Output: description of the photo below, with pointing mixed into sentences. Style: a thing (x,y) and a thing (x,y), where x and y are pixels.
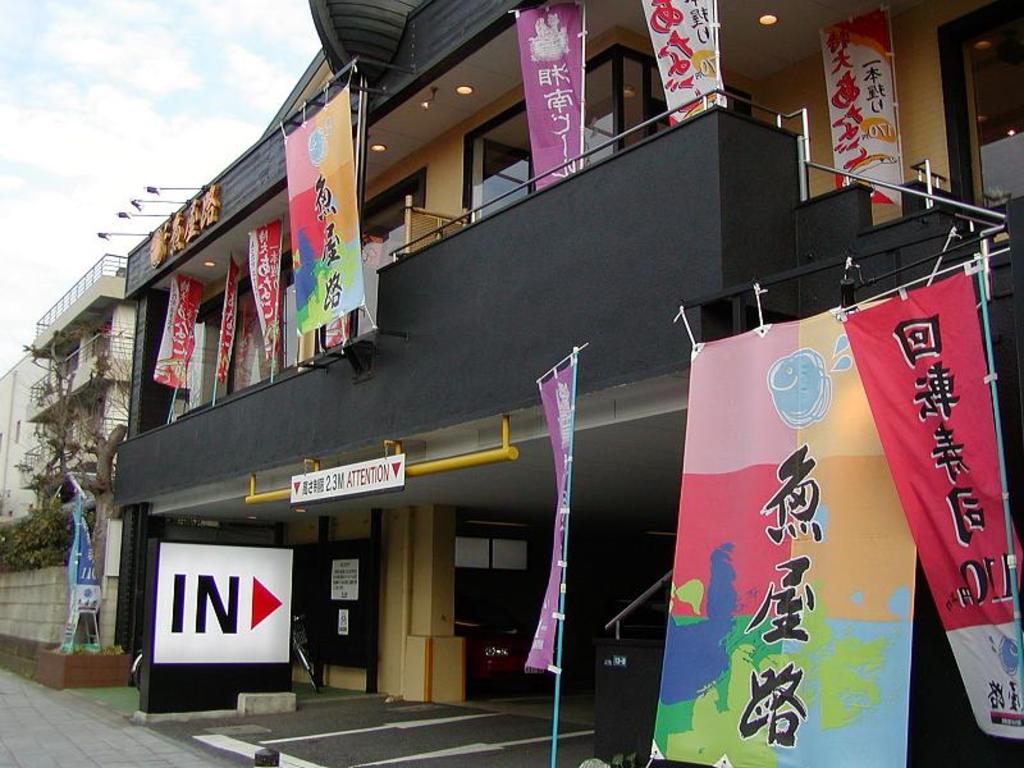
In this image we can see buildings (546,453). In front of the buildings (409,165), banners (87,581) are there. Top left of the image (119,79) sky (90,77) is there with clouds (158,101).
